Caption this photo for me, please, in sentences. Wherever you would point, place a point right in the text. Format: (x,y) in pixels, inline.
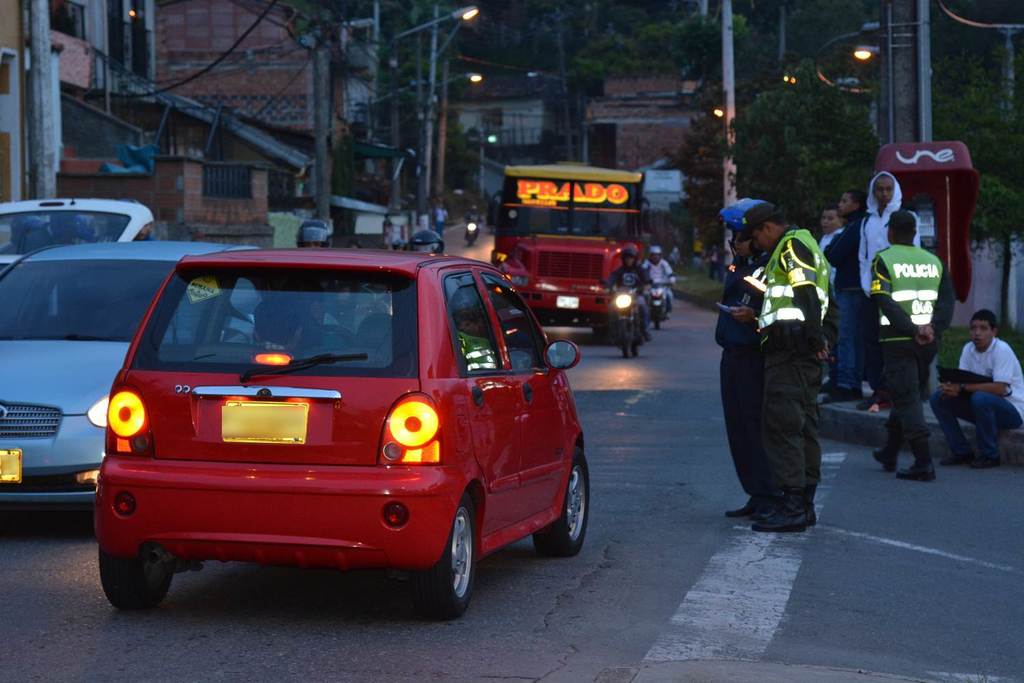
In this image we can see some group of vehicles (366,382) moving on road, on right side of the image (787,299) there are some persons (783,356), police man (804,364) standing on road (663,359) and on left side of the image (204,83) there are some houses (255,106), trees (343,157), poles (432,97) and street lights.
